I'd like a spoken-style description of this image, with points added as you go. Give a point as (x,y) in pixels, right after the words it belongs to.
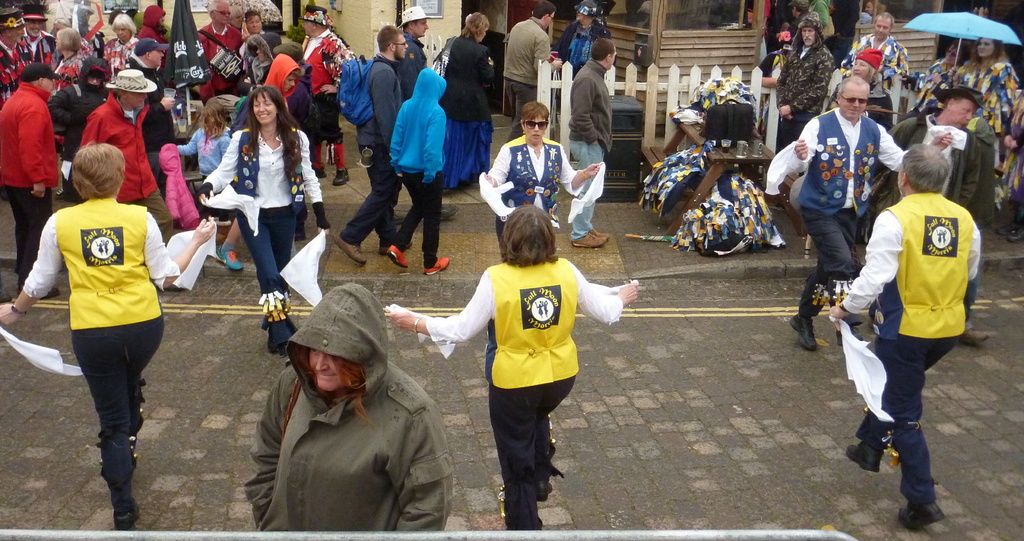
There is a person (368,397) in a coat (375,406) on the road (625,508) on which, there are persons (957,287) dancing and there are persons (398,64) walking. In the background (637,80), there is a fencing (756,85), a person (979,84) who is holding a blue color umbrella (951,29) and there is a building (398,7).
